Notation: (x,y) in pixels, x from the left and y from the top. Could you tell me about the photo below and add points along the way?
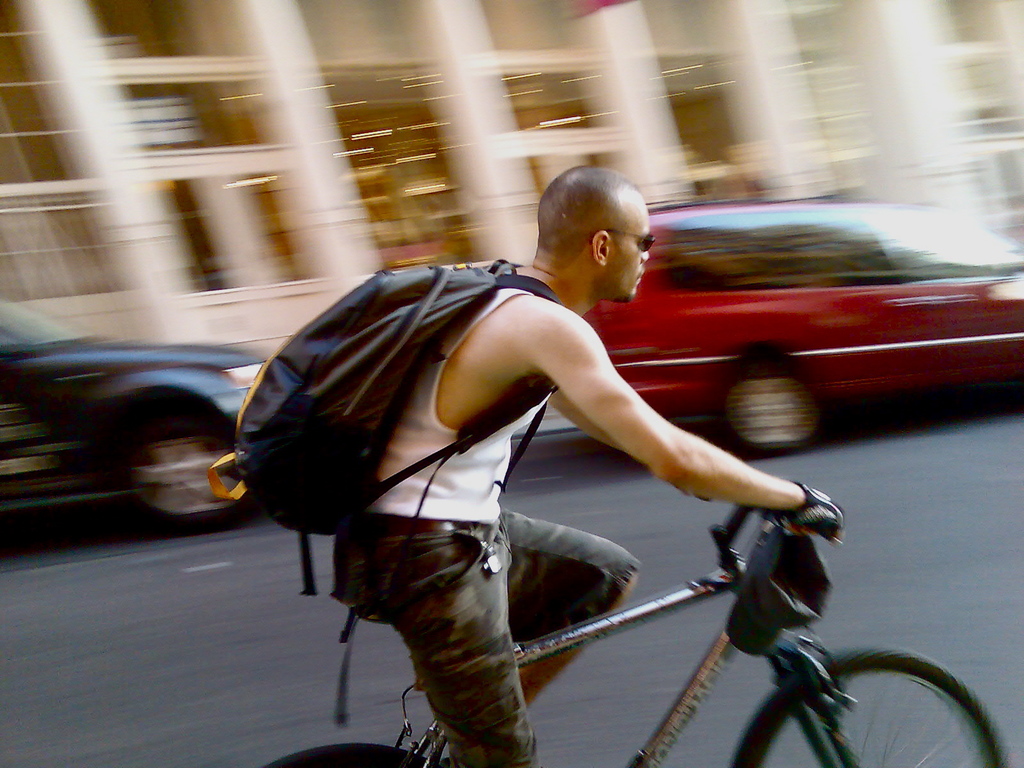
This man (469,525) is riding a bicycle (785,641) and he wore a bag (384,375). Vehicles (800,315) are on road (165,553). This is building (360,91).
